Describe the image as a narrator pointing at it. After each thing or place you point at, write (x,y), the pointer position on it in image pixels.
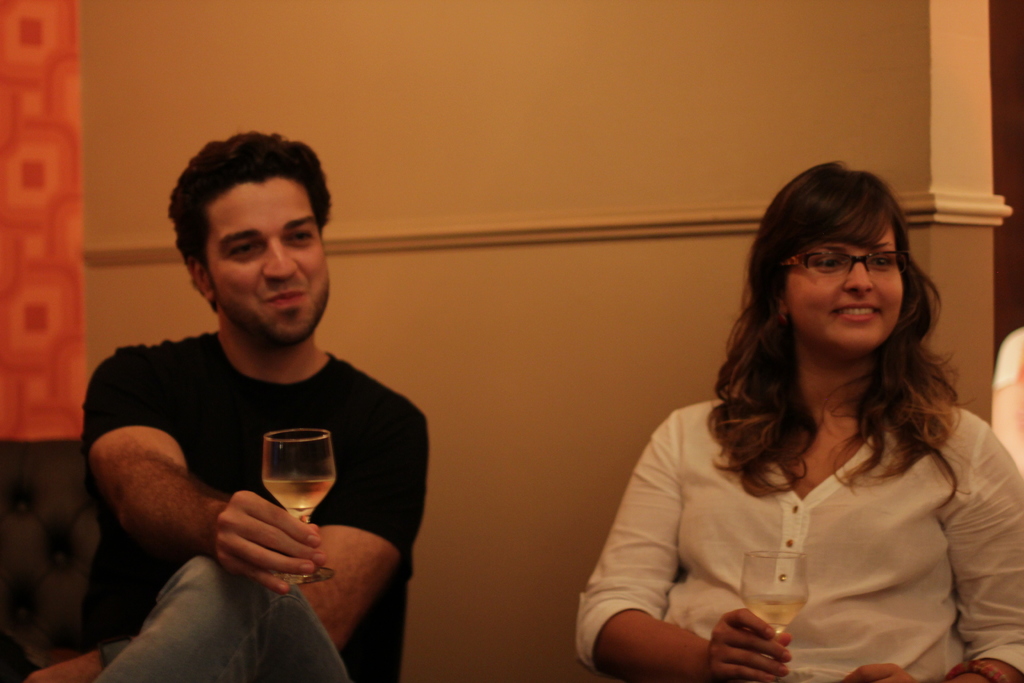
As we can see in the image, there is a yellow color wall (538,405) and two persons (639,551) holding glasses (767,574).
